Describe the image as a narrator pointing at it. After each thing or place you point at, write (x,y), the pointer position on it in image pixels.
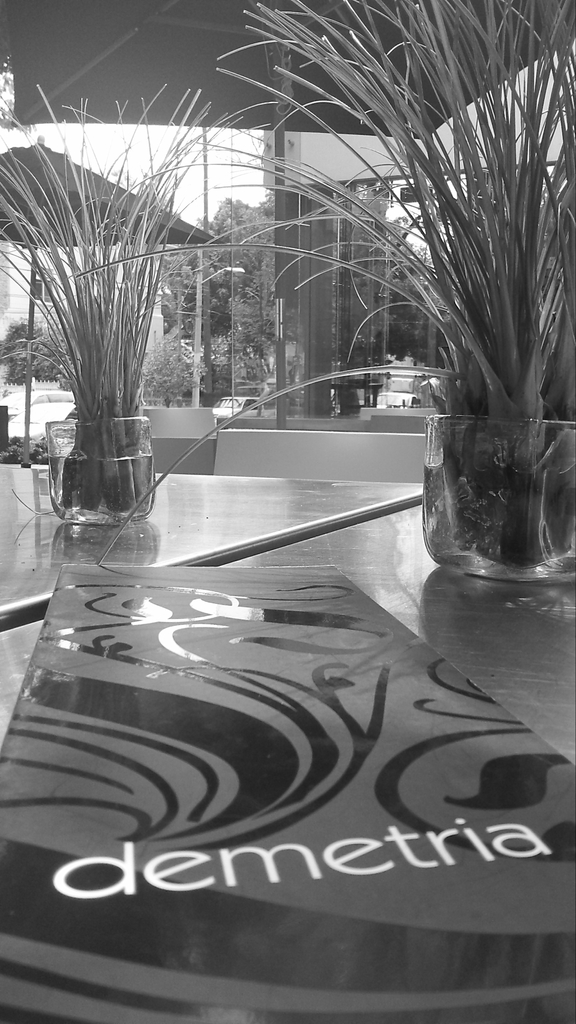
Here I can see two house plants (72,368) and a board (218,656) which are placed on the tables (483,631). In the background (250,289) there are some trees (218,287) and a wall (14,297). This is a black and white image.
